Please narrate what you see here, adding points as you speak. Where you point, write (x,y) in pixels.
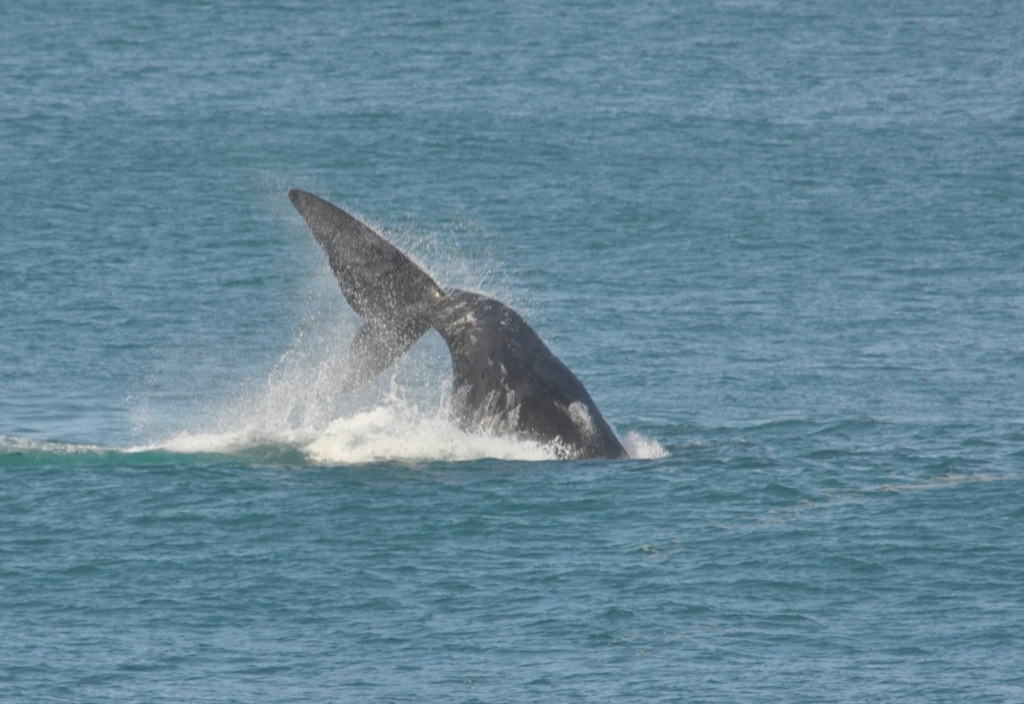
In this image I can see the aquatic animal (510,398) in the blue color water (728,477).
